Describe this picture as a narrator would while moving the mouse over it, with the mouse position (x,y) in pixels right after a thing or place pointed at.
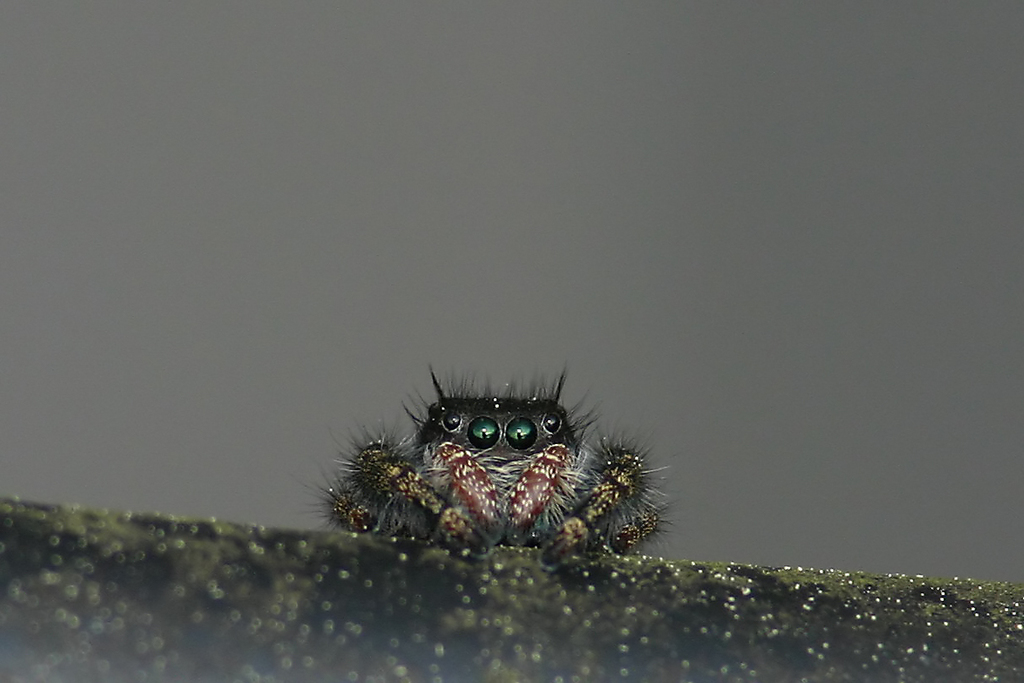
In this picture we can see an insect (586,500) in the front (571,460), there is a blurry background (450,110).
